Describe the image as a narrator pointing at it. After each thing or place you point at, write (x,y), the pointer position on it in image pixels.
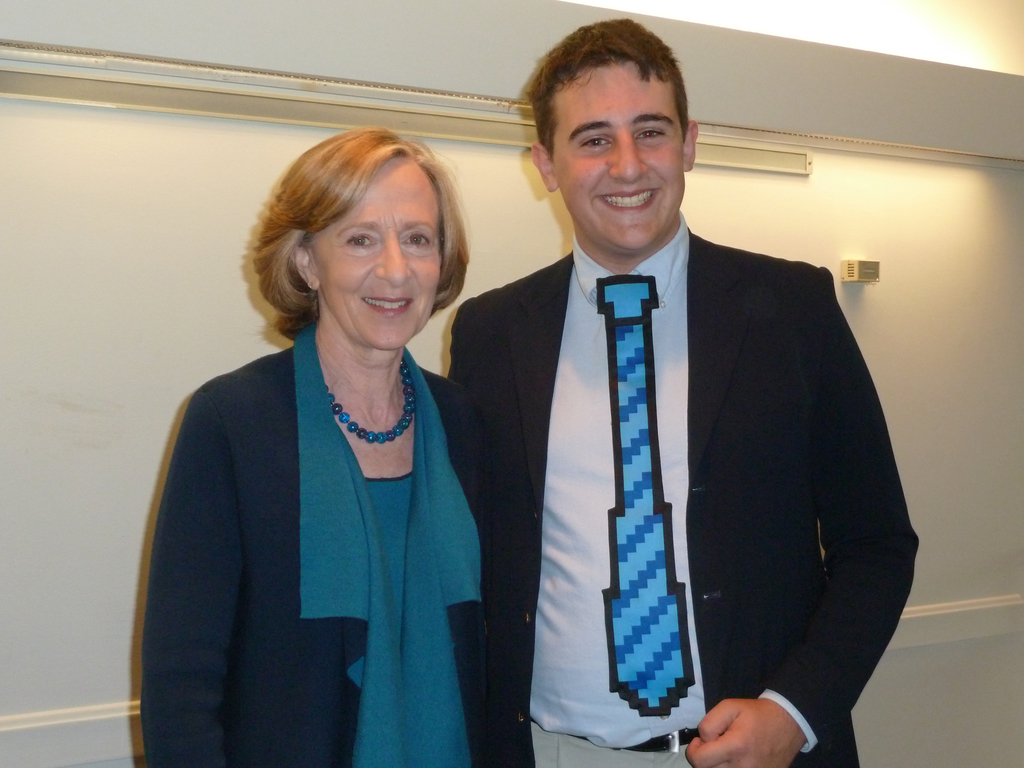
In this image there is a lady (236,430) and a man (626,209) are standing. They are wearing coat (553,394). They both are smiling. In the background (853,78) there is a wall (194,157).
